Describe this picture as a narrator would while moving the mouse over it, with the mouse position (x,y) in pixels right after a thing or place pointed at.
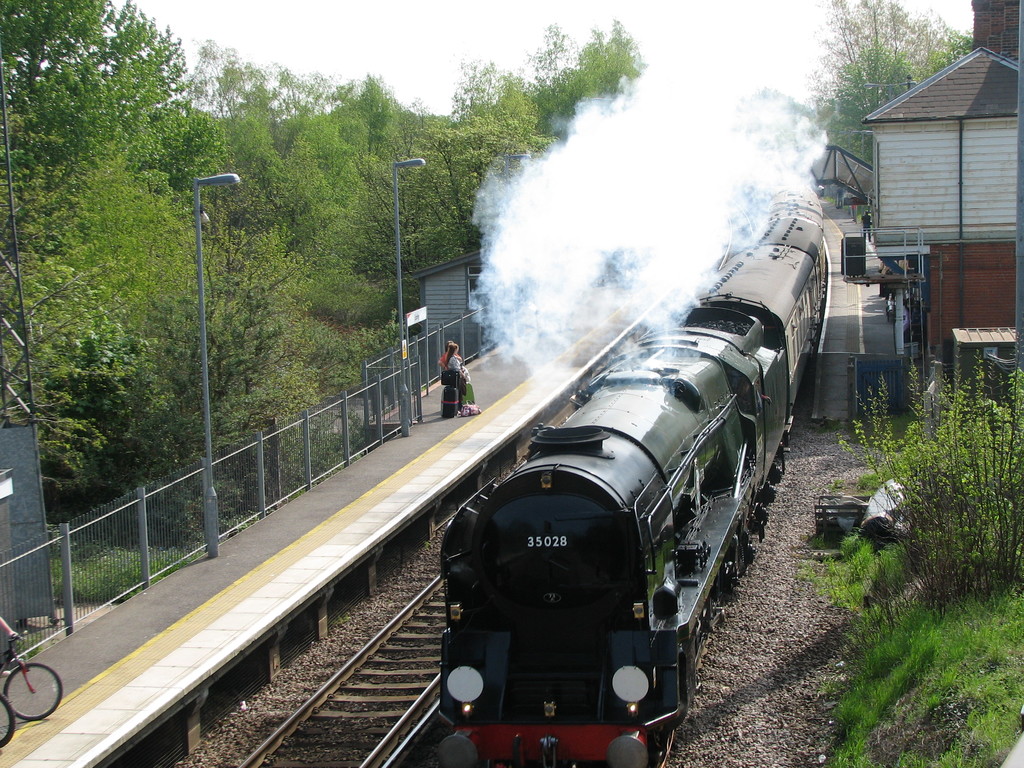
In this image there is a train (576,552) on the railway track (367,666). There are two platforms (321,497) on either side of the train (694,336). On the platform (364,471) there is a fence (366,426). Beside the fence (368,381) there are trees (193,143). There are lights (396,225) on the platform (345,477). On the left side (24,679) bottom there are two cycles (25,699).
